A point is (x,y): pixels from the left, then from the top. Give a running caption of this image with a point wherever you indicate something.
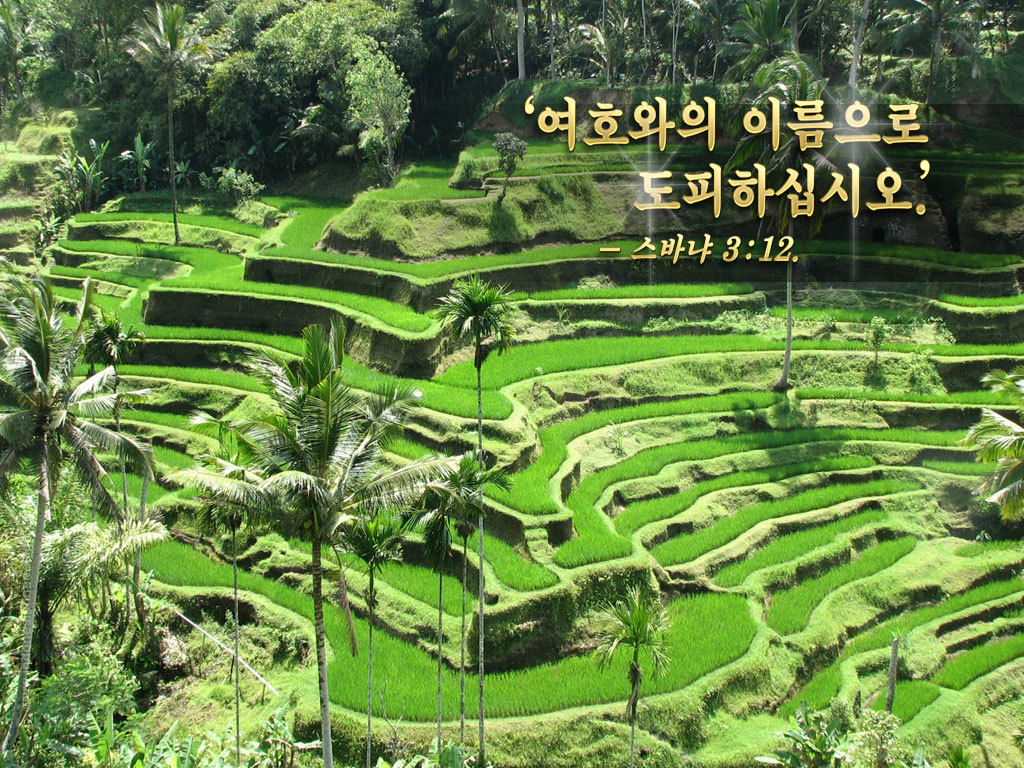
In the image there are trees (255,175) and plantation (381,294) on the valley (559,334).
